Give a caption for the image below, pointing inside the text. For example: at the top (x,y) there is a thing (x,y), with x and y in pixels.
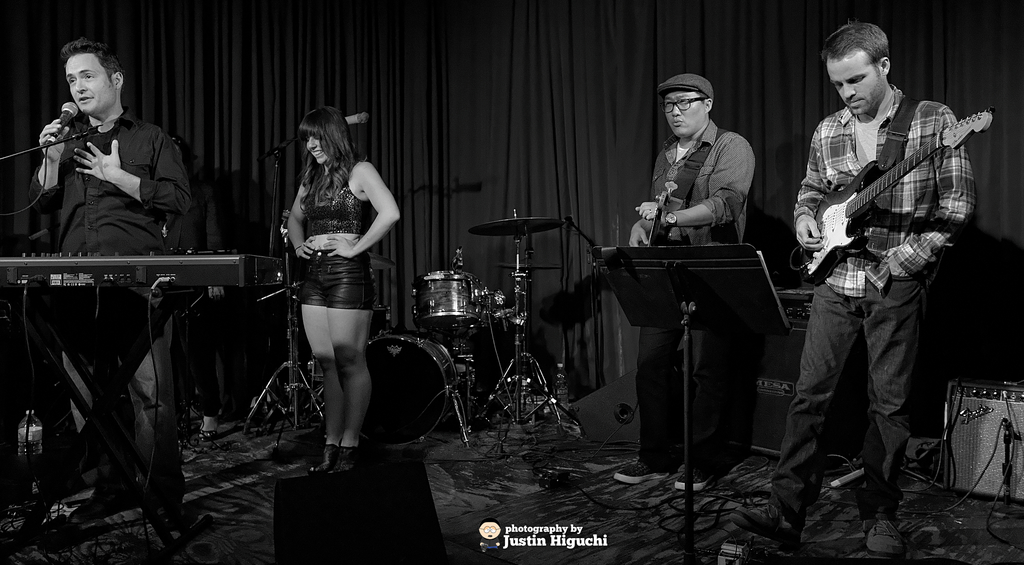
In the picture there is a man (113,122) singing on mic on left side (141,277) with piano (119,257) in front of him and in the middle (345,256) there is a woman (317,272) stood and on right side (746,176) there are two other men (873,254) playing guitar (874,205) and at the back (486,303) there is drum (443,278), On the back (500,80) there is curtain (457,102).
